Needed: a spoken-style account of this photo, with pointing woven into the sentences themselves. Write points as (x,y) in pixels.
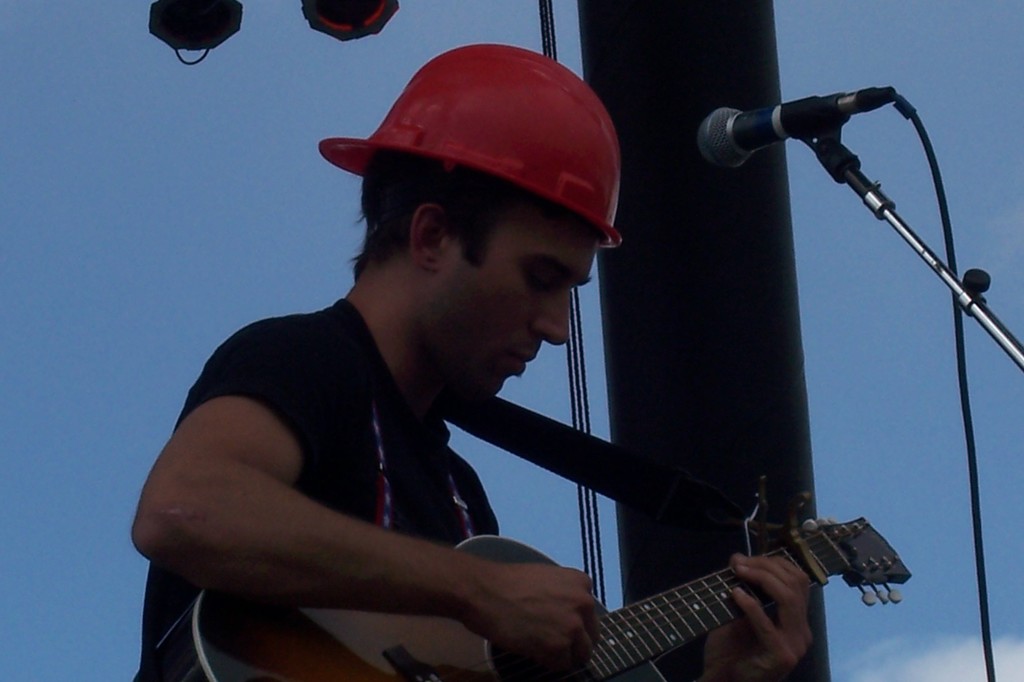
In this picture there is a boy (553,223) who is at the center of the image (573,236), by holding a guitar (599,620) in his hands (777,572), there is a mic (847,109) in front of the boy (559,643) and there are spotlights (181,41) above the area of the image.
